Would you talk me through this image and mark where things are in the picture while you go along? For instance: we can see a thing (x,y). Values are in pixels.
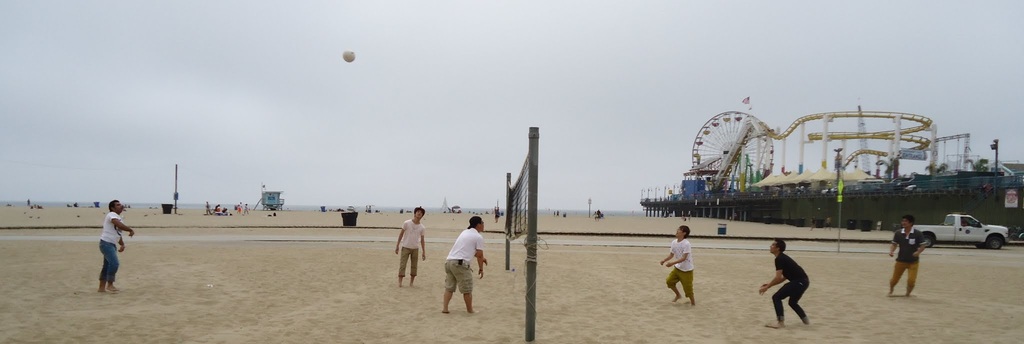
This picture describes about group of people (458,246), few people (454,247) are playing game, in front of them we can see a net (519,180) and metal rods (534,205), on the right side of the image (996,236) we can see a car (958,226) and few poles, and also we can see a giant wheel (717,154), roller coaster (817,139) and few umbrellas (831,171).
